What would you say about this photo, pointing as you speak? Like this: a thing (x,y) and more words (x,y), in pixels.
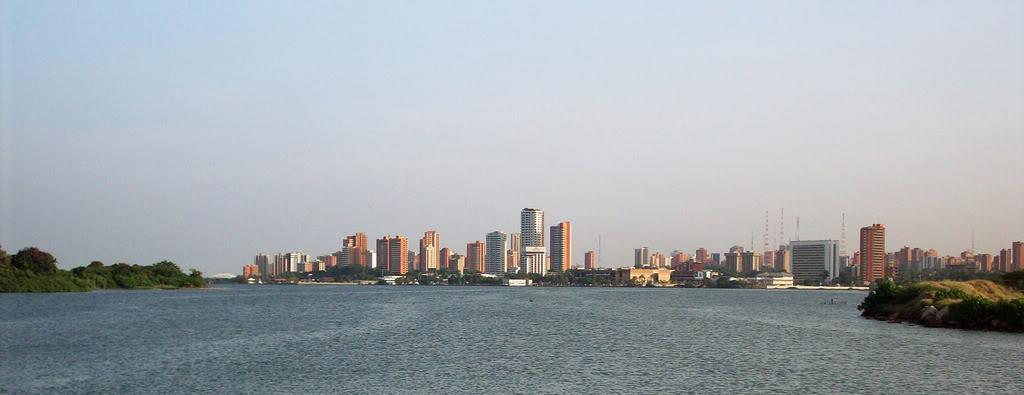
In the background of the image (420,247) there are buildings (263,262), trees (104,267), sky (677,206). At the bottom of the image (245,327) there is water (178,340).
